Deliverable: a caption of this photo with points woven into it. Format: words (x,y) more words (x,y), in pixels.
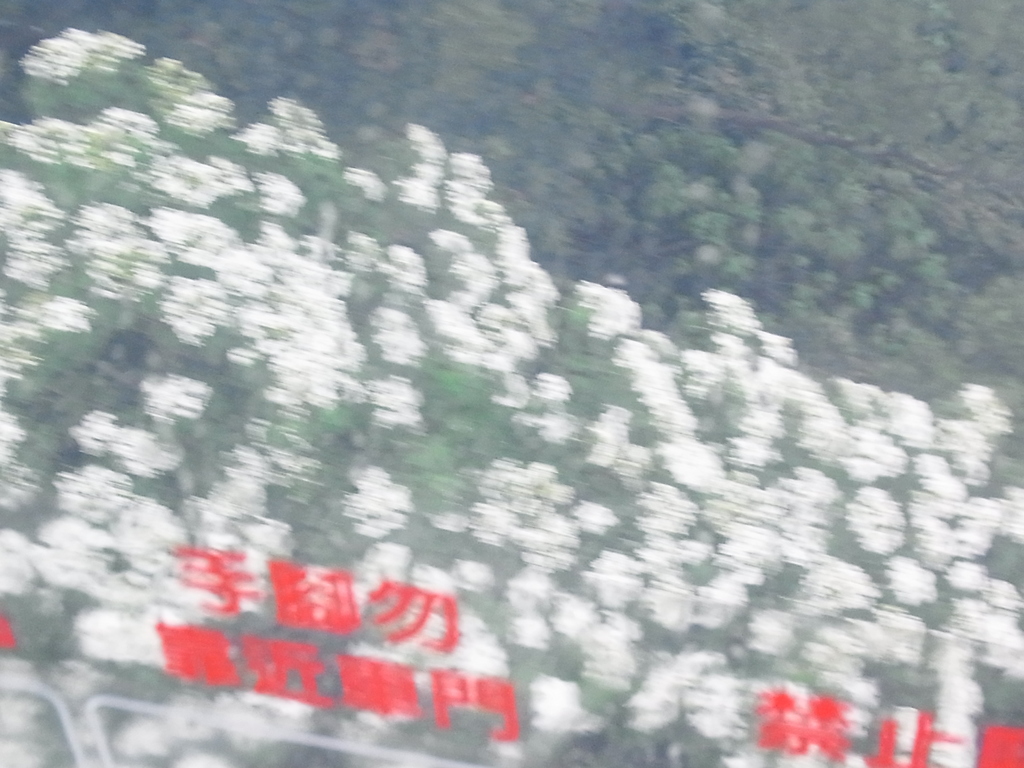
In this image there are flowers (338,323) and trees (652,223) with some text (367,687) on the picture.
